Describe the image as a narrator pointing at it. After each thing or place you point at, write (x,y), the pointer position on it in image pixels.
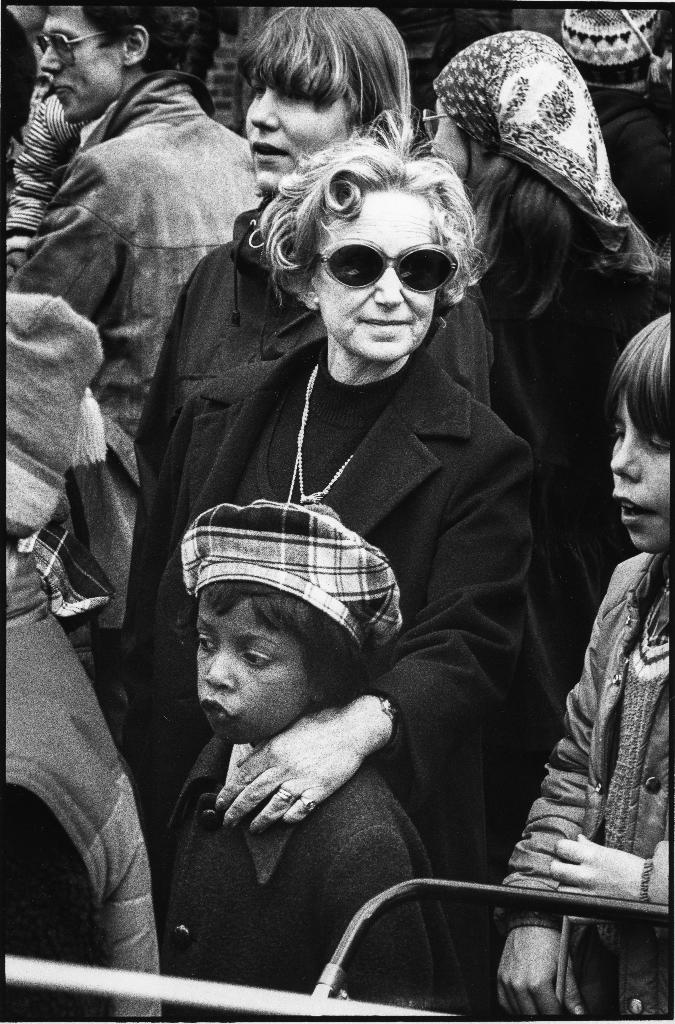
In this image there are some persons (286,529) are standing as we can see in middle of this image (309,476). the person (300,419) standing in middle (388,444) is wearing goggles (392,263) and there is an iron rod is at bottom of this image (335,965).
